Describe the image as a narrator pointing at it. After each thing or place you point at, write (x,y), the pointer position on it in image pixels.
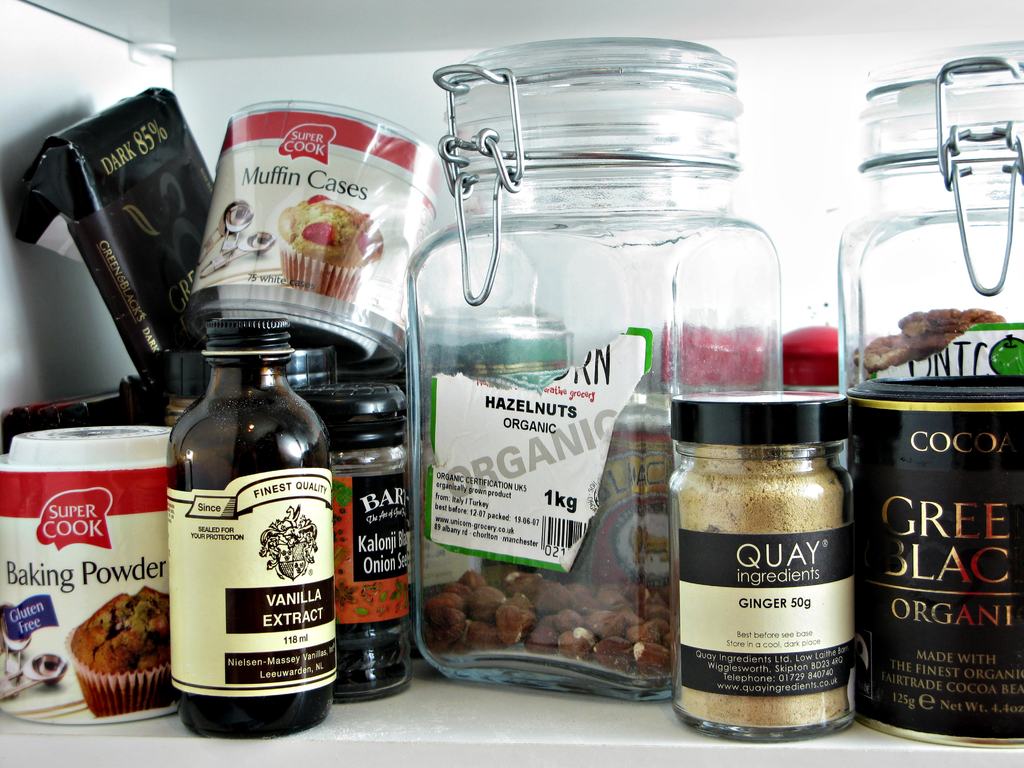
In this picture we can see some different types of Bottles (507,511) And boxes (262,297).
